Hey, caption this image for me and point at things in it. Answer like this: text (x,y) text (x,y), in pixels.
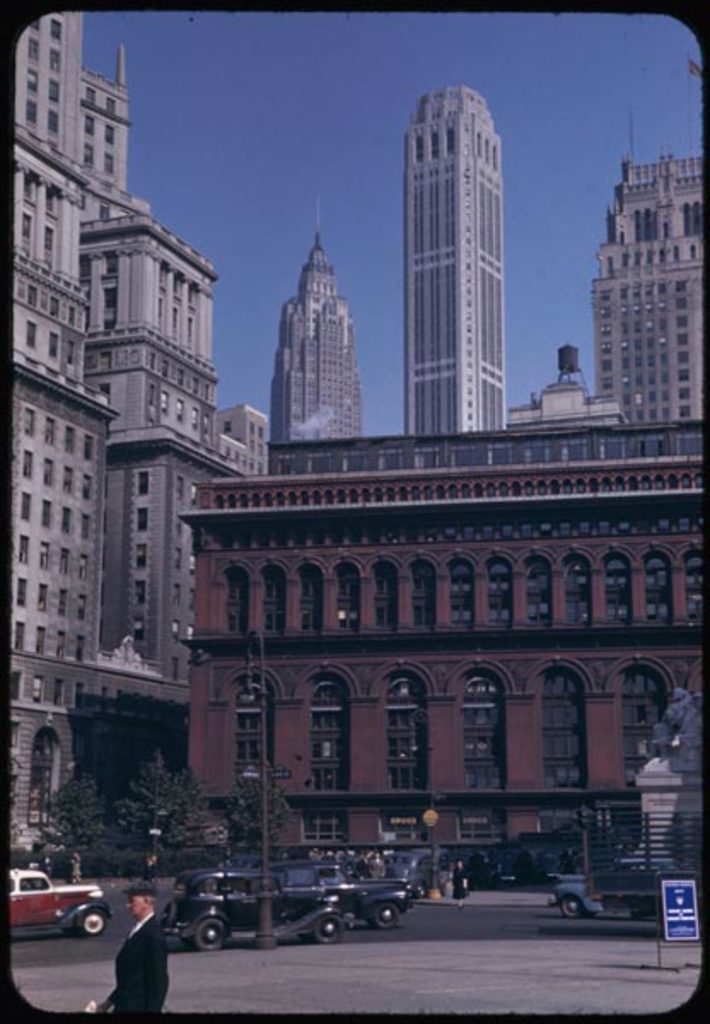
In this image, we can see some buildings (161,671), trees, poles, vehicles (230,886), people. We can see the ground (522,965). We can also a board (684,930), a statue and the sky (327,215).
